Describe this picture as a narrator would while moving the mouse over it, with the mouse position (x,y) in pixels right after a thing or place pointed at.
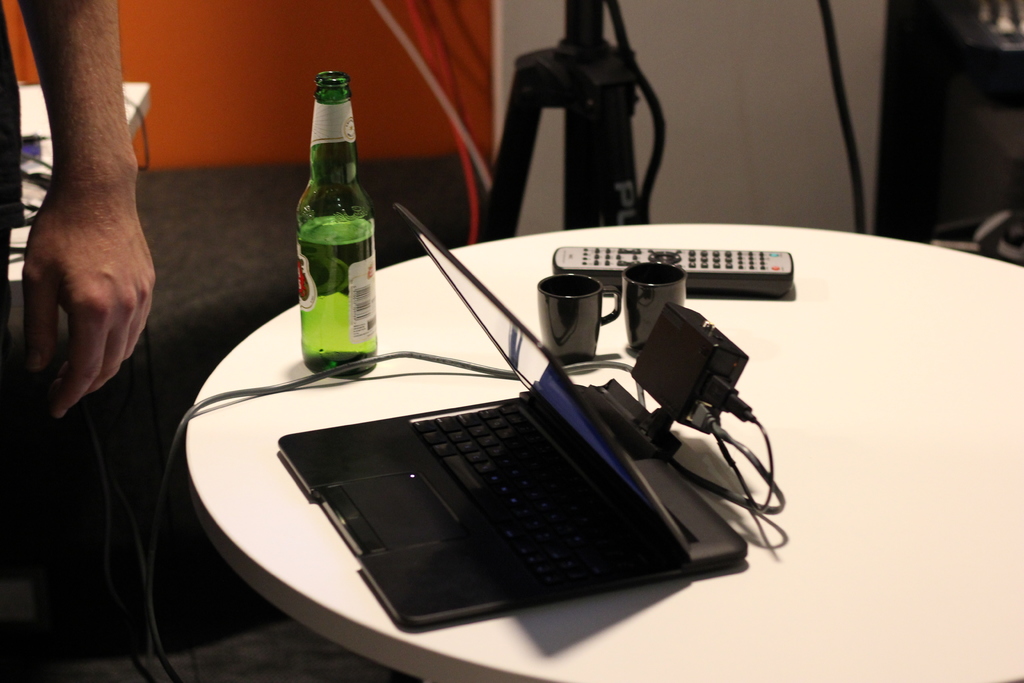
In the center (536,322) we can see table (487,246), on table (391,283) we can see beer bottle (345,298), tab (559,396), charger (684,374), remote (723,282), glasses (557,315). And on the left top (86,202) we can see human hand (93,207). Back we can see wall (346,62) and few objects (841,75).
